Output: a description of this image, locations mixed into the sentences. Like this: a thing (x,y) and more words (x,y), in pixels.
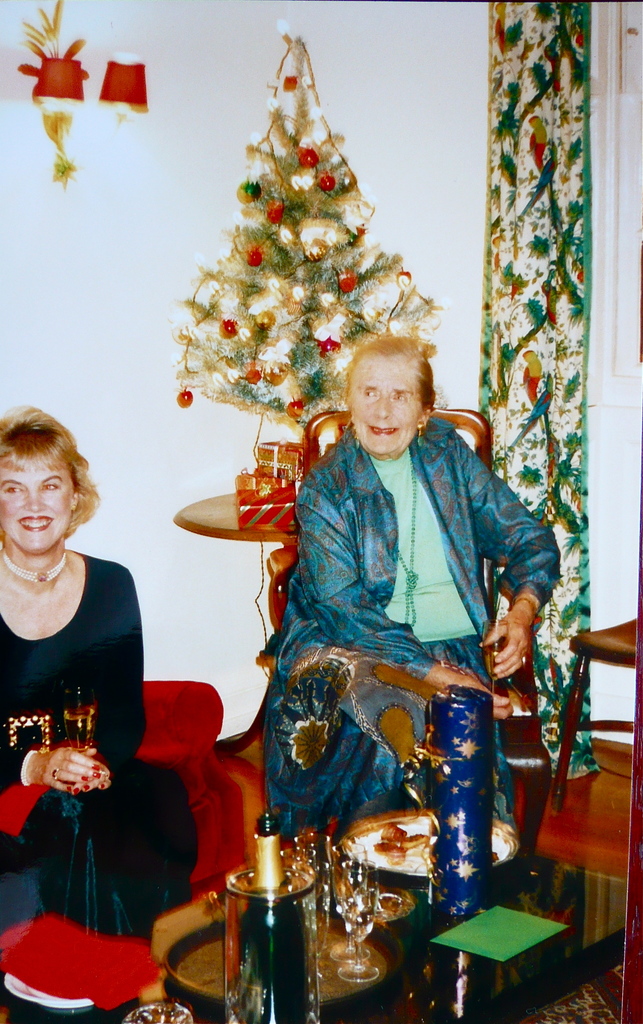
There are glasses (348,917) and other objects (238,909) on the table (592,923) in the foreground area of the image (347,892), there are women (342,545), Christmas tree (280,193) and lamps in the background (359,332).
